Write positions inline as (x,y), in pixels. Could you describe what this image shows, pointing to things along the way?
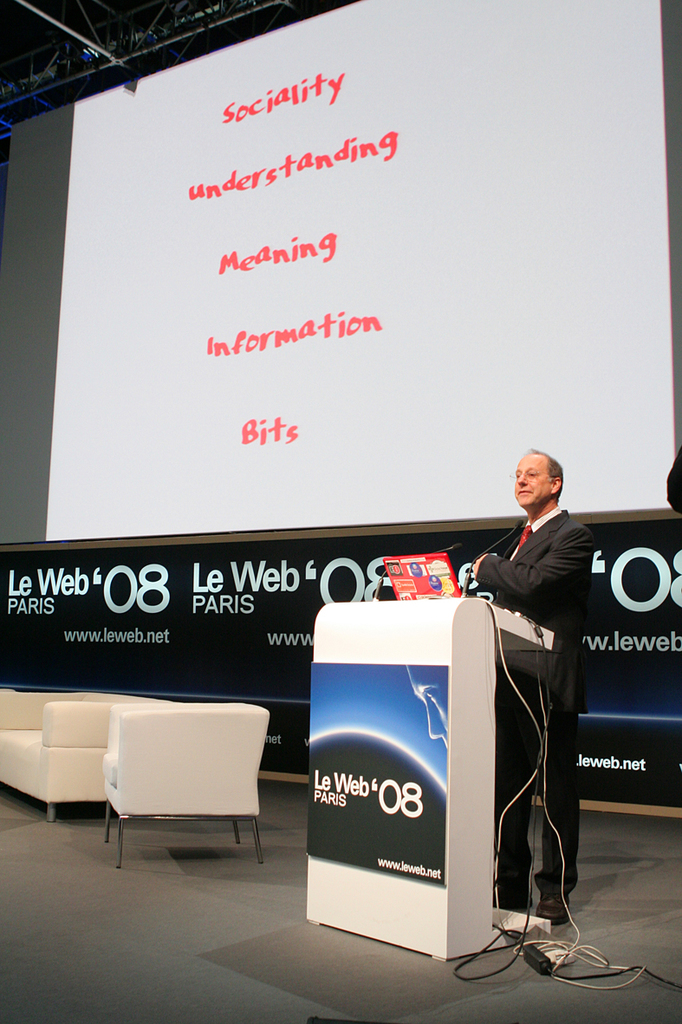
In this picture we can see a man (539,655) standing in front of a podium (468,752) and there is a board (397,779) over a podium (465,762). These are chairs (237,775). On the background (340,233) we can see hoarding (297,604) and screen (338,292). This is a platform (354,980).
